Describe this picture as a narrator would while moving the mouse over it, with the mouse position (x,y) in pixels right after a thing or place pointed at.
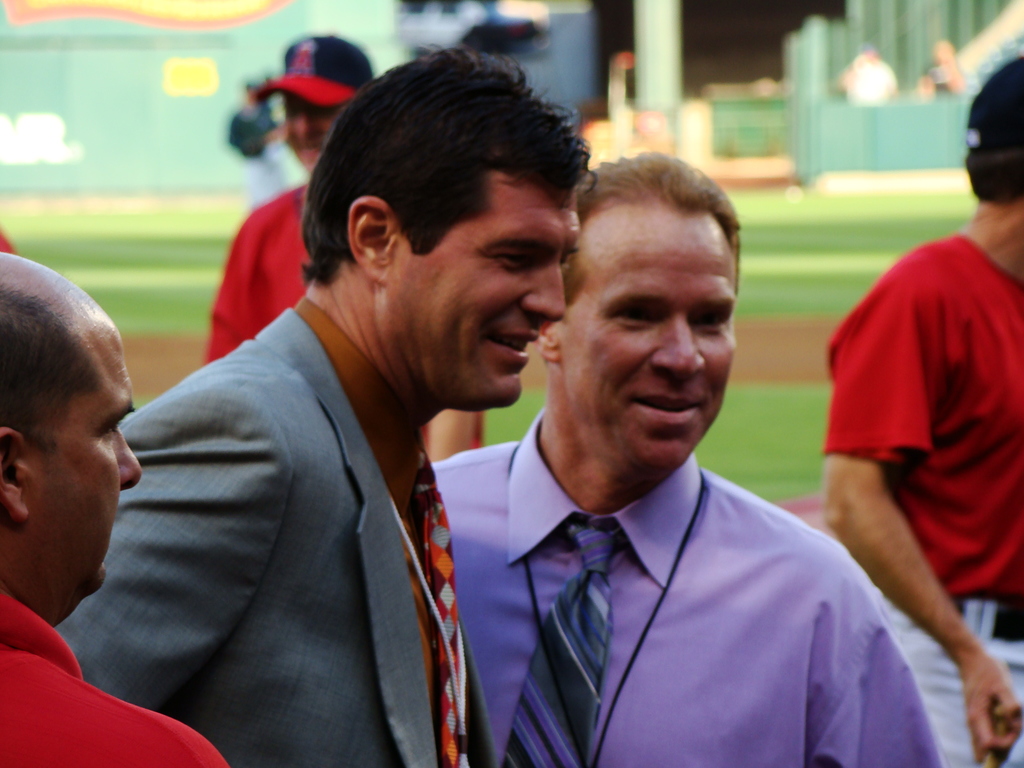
In this image, we can see persons (550,579) wearing clothes (228,569). In the background (816,163), image is blurred.
